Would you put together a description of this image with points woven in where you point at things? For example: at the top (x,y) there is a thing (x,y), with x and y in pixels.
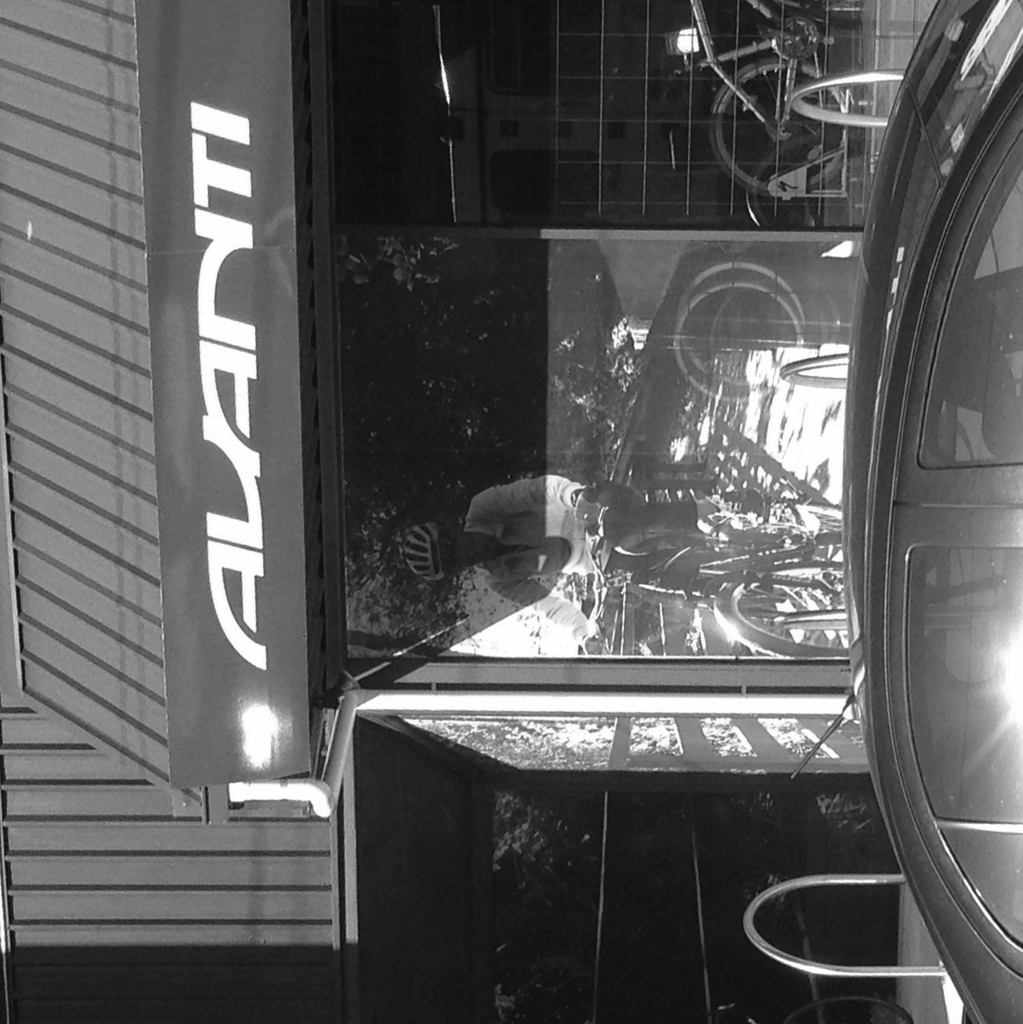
It is a black and white picture. In this image, we can see banners (227,563), vehicles (1016,673), rods (763,950), glass objects (607,925) and few things (792,146). On the left side of the image (161,399), we can see a hoarding (271,365). Here we can see a pipe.
